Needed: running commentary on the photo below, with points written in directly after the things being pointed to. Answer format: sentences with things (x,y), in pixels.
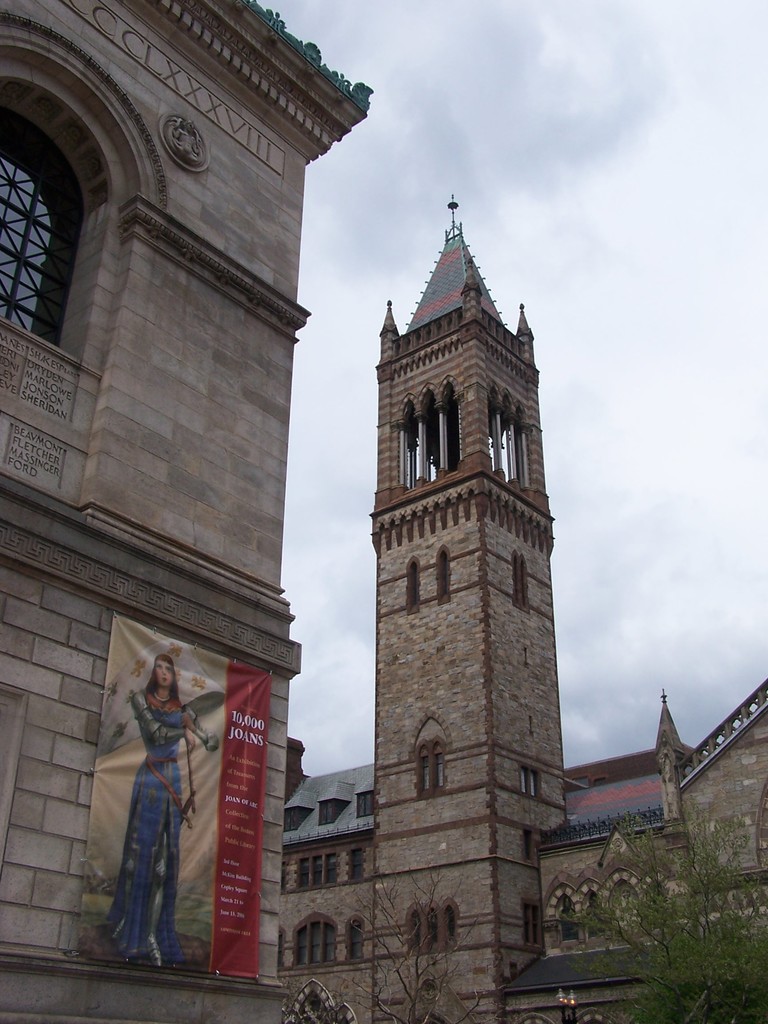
In this image, we can see buildings (15,798), tower (475,833), pillars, glass windows (422,759), banner (235,810), trees (723,958), lights (567,999) and walls (428,1009). Background (568,733) there is a sky (661,36).
